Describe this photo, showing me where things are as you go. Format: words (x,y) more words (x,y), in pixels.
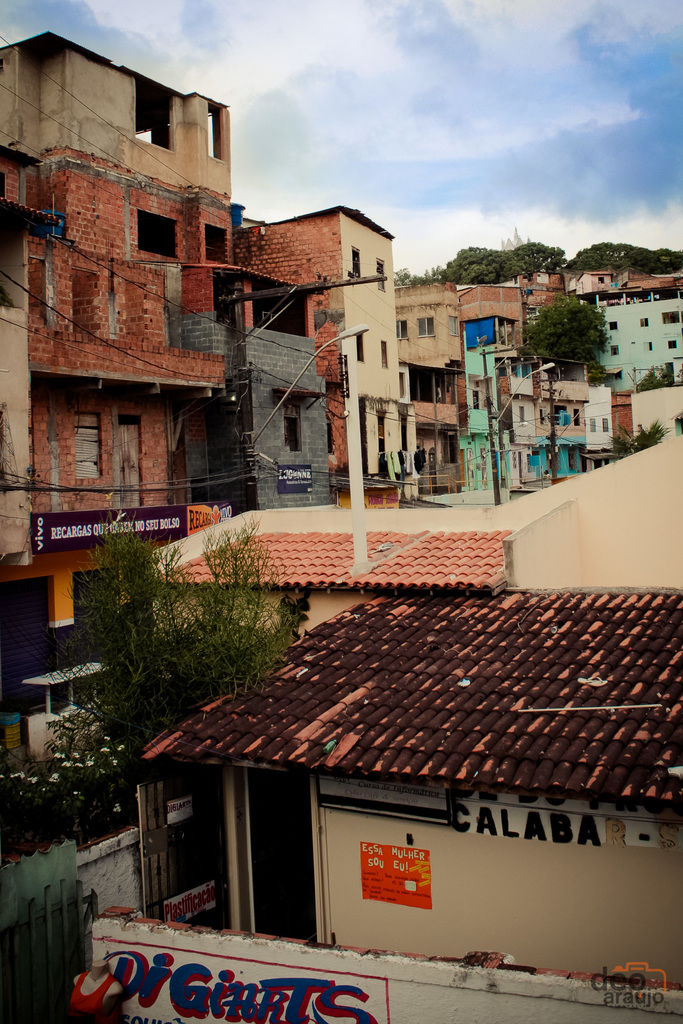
These are the houses (537,442) with windows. I can see a poster (410,877) attached to the wall (440,844). This looks like a gate (79,941). I can see a plant (79,799) with flowers (81,766). These are the trees (555,315). I can see street lights (552,365) and the current poles (263,291) with the current wires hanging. This looks like a name board (42,532), which is attached to the wall (4,520).
